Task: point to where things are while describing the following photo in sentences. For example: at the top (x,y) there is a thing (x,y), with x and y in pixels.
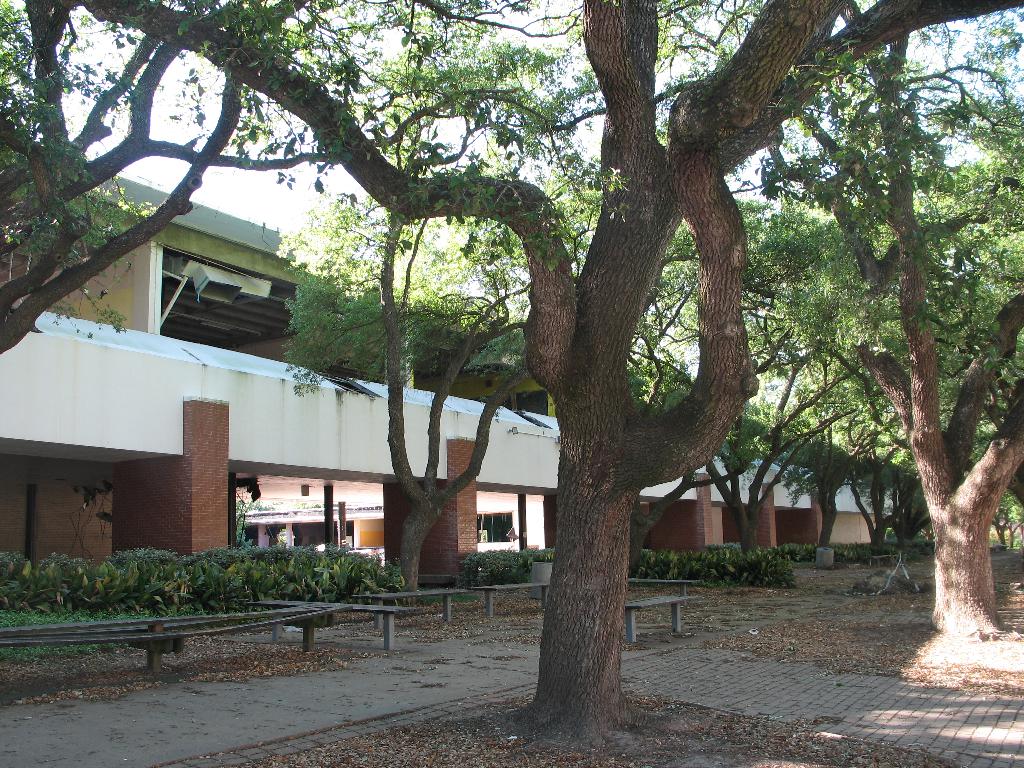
In the center of the image (420,434) we can see the building (317,525), pillars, poles (331,526), roof (372,491), wall (112,354), trees (363,373). At the bottom of the image (428,628) we can see some plants (291,569), benches (461,593), dry leaves (376,749) and ground (828,704). At the top of the image (315,190) we can see the sky (360,19).
